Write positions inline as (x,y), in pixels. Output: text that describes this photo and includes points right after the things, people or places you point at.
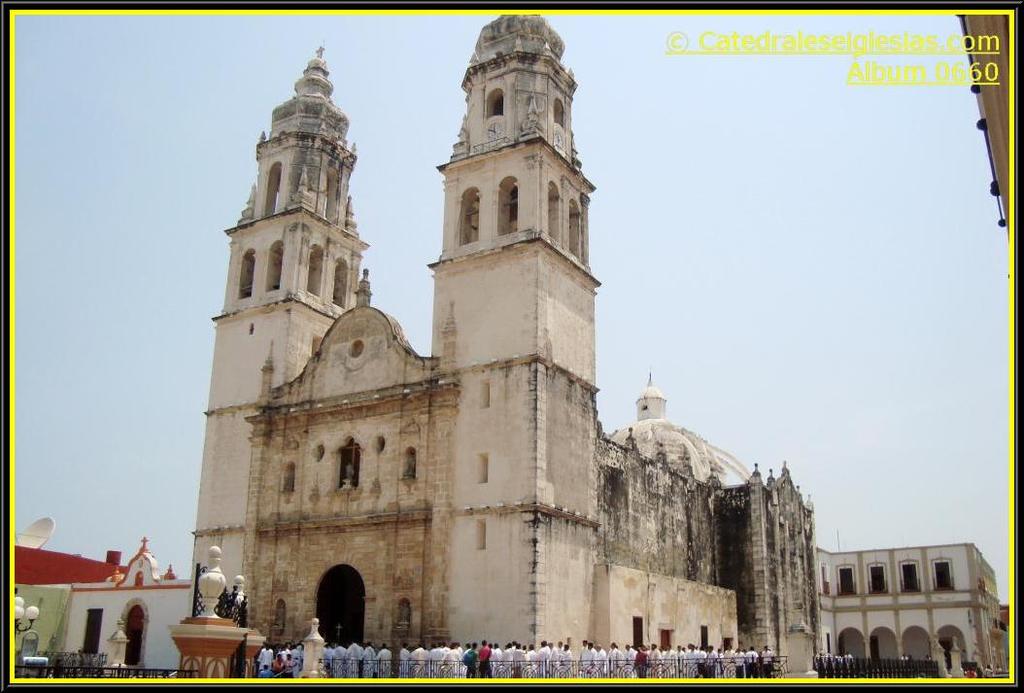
In this image, we can see a crowd (582,655) in front of the cathedral (540,368). In the background of the image (918,327), there is a sky (222,240).
